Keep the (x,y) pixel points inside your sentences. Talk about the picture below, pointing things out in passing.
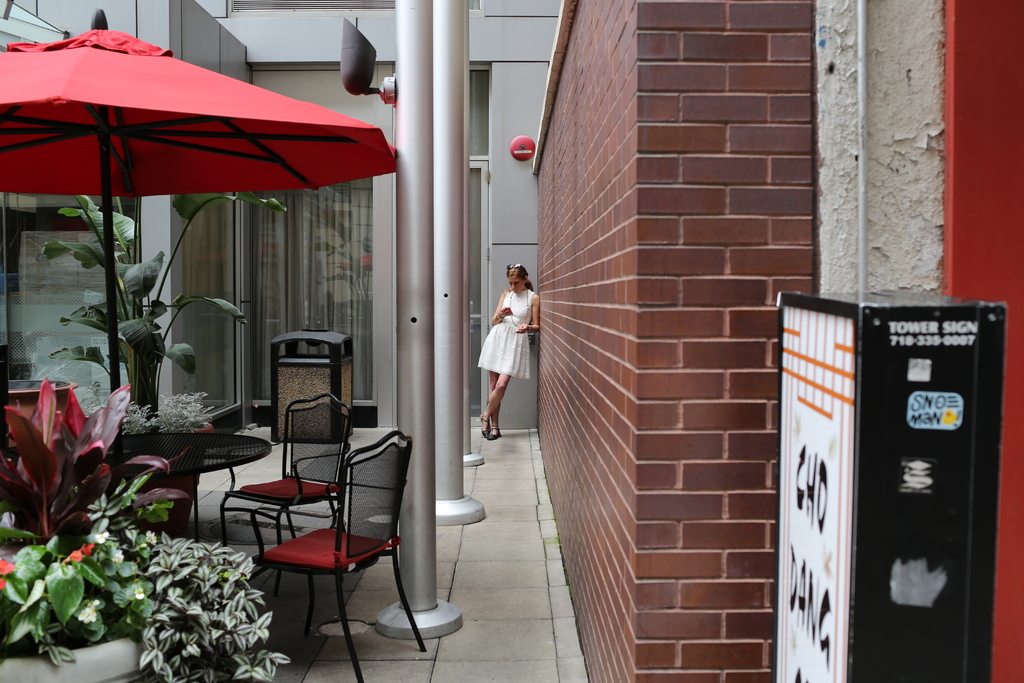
this picture shows a couple of chairs (332,437) and a umbrella (14,115) and a woman (513,362) standing and we see few plants (139,464).
